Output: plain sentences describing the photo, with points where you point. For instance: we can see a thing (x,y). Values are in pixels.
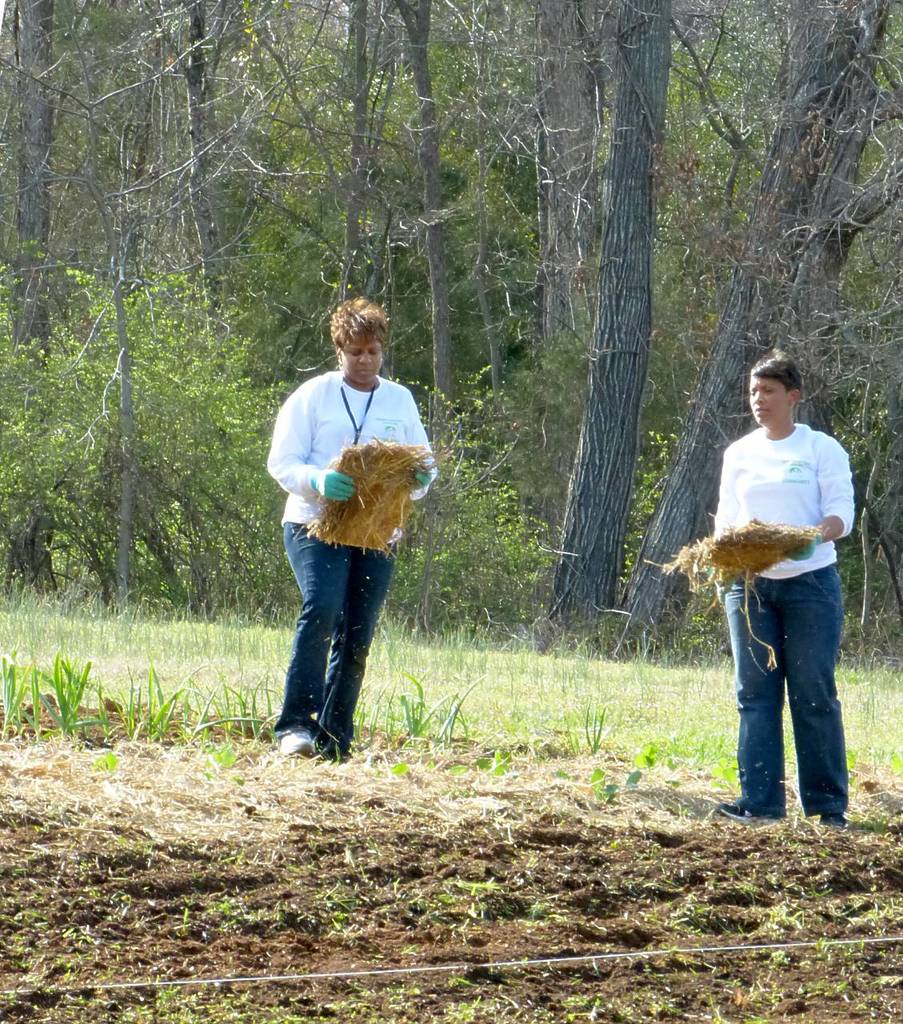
There are two people (428,481) standing on a grassy land (217,670) and holding an object (370,502) as we can see in the middle of this image (378,467). There are trees (425,321) in the background (426,372).
